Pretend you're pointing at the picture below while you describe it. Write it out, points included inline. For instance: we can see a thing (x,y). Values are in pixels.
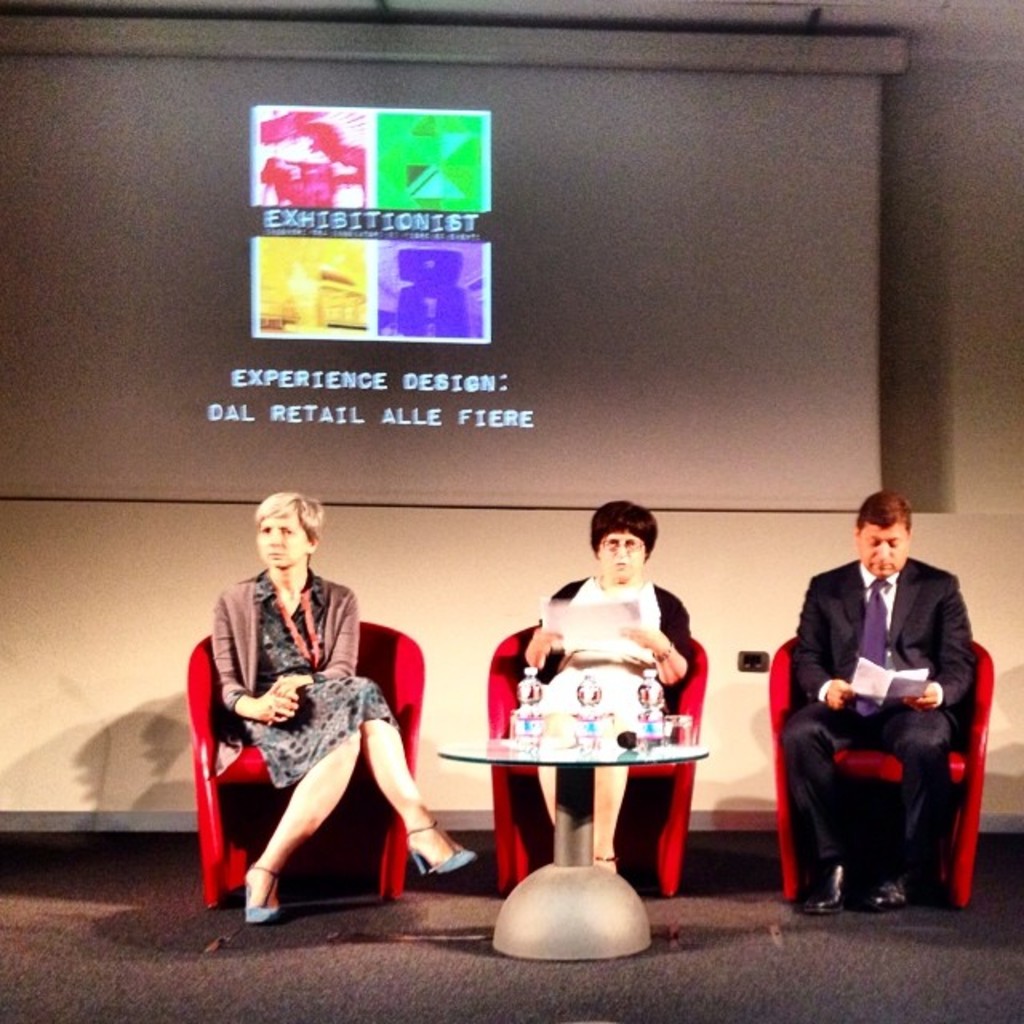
In the image there are two women (558,596) and a man (904,805) in suit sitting on red chairs (970,877) on a stage (374,1023) and behind them there is a screen (473,187) and there is a table (582,805) in front of them with water bottles (515,726) on it.
